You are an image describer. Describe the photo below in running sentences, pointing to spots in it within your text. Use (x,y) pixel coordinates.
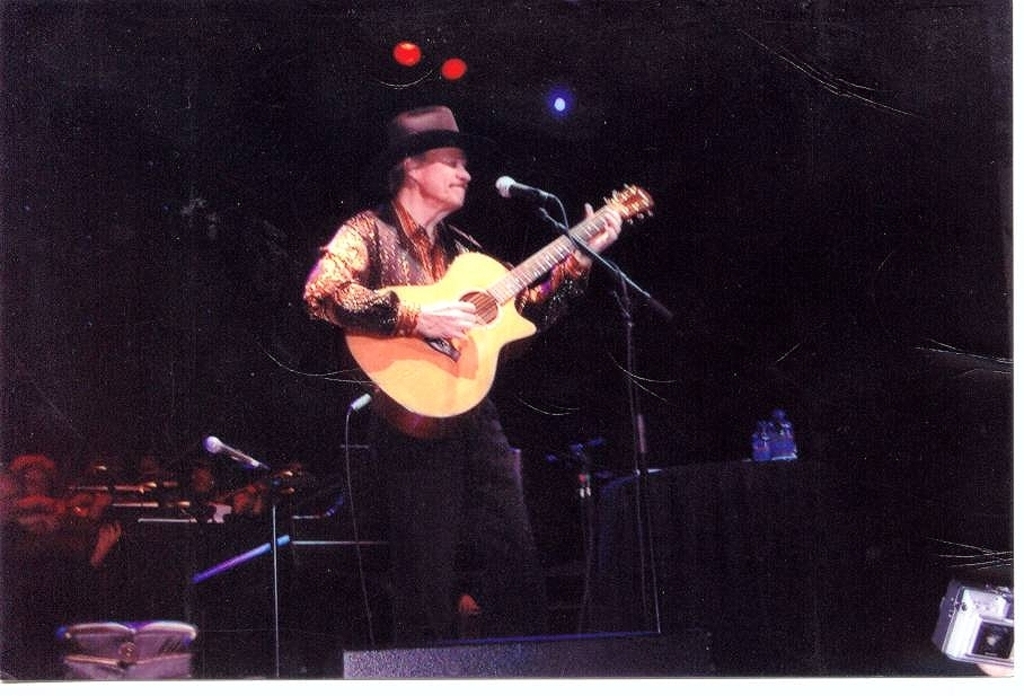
In the center of the image (368,367) there is a man (487,631) standing and playing guitar (492,312). He is wearing a cap (418,147). There is a mic (504,183) placed before him. At the top (447,74) there are lights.
